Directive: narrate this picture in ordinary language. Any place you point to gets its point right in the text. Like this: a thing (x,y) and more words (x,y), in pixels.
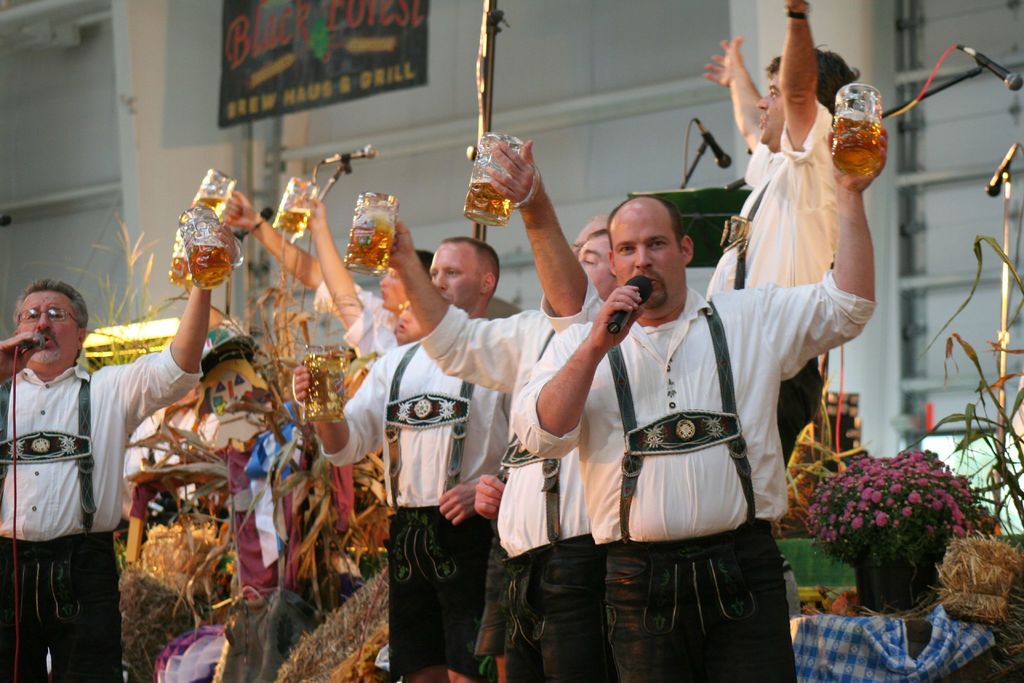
In this picture there are few persons (394,391) wearing white dress (606,384) are standing and holding a glass (473,206) of drink (376,228) in their hand (532,206) and two among them are holding a mic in their another hand (591,354) and there are few other mics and some other objects (876,493) in the background (869,462).
